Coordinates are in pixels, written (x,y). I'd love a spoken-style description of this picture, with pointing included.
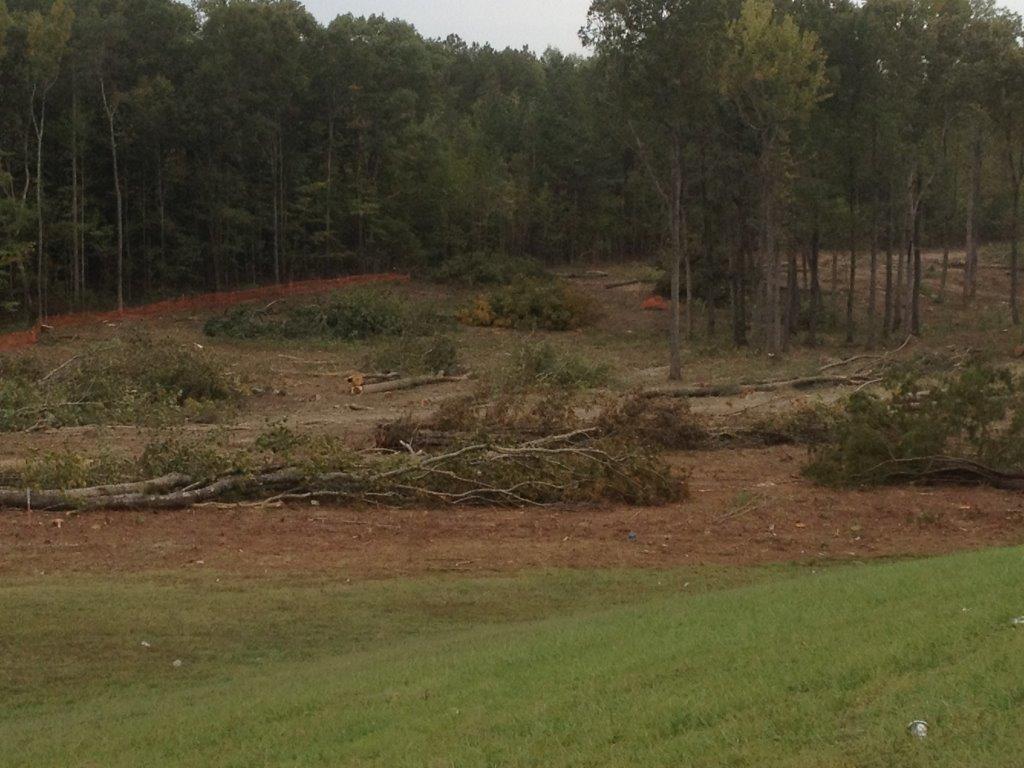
In the center of the image (376,286) we can see the sky (582,15), trees (764,212), plants (859,416), grass (392,761) and soil (567,564).
